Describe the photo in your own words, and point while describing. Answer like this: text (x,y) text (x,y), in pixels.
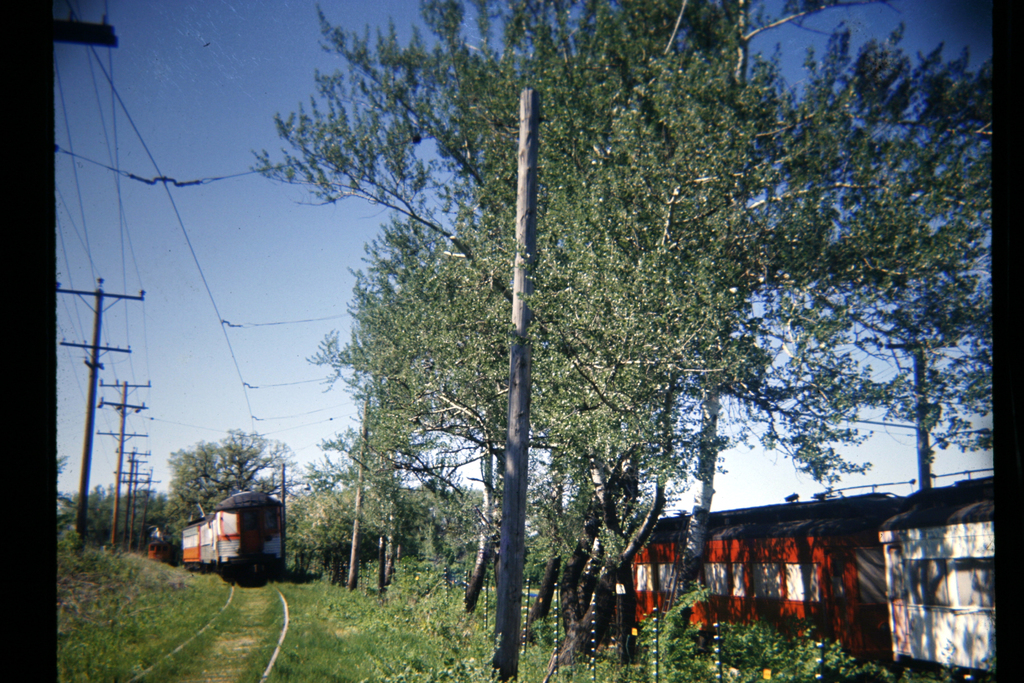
In this picture we can see some trees (630,422) in the front (689,606). Behind there are some red train bogies (782,577) parked on the track (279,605). On the left corner (240,549) we can see the train (244,543) on the track (260,625) and some electrical poles (119,386). Above we can see the clear blue sky (165,277).
